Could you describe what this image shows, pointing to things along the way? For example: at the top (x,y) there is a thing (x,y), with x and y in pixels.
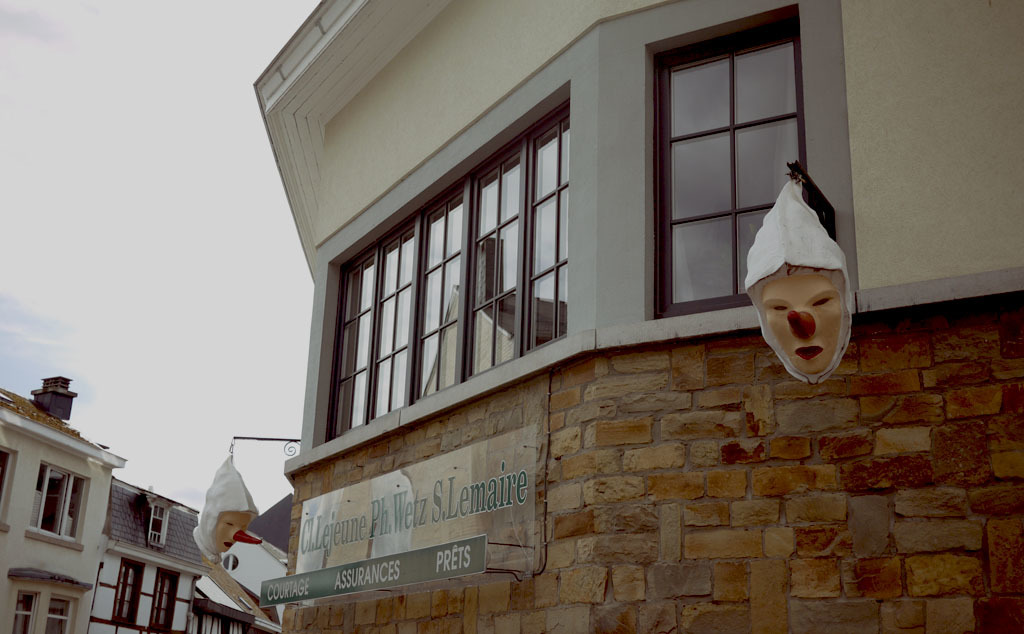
In this image there are buildings (127,541), on one building (328,486) there are two masks (247,515), on that building (316,481) there is text (447,571) written, in the background (175,307) there is sky (159,320).
